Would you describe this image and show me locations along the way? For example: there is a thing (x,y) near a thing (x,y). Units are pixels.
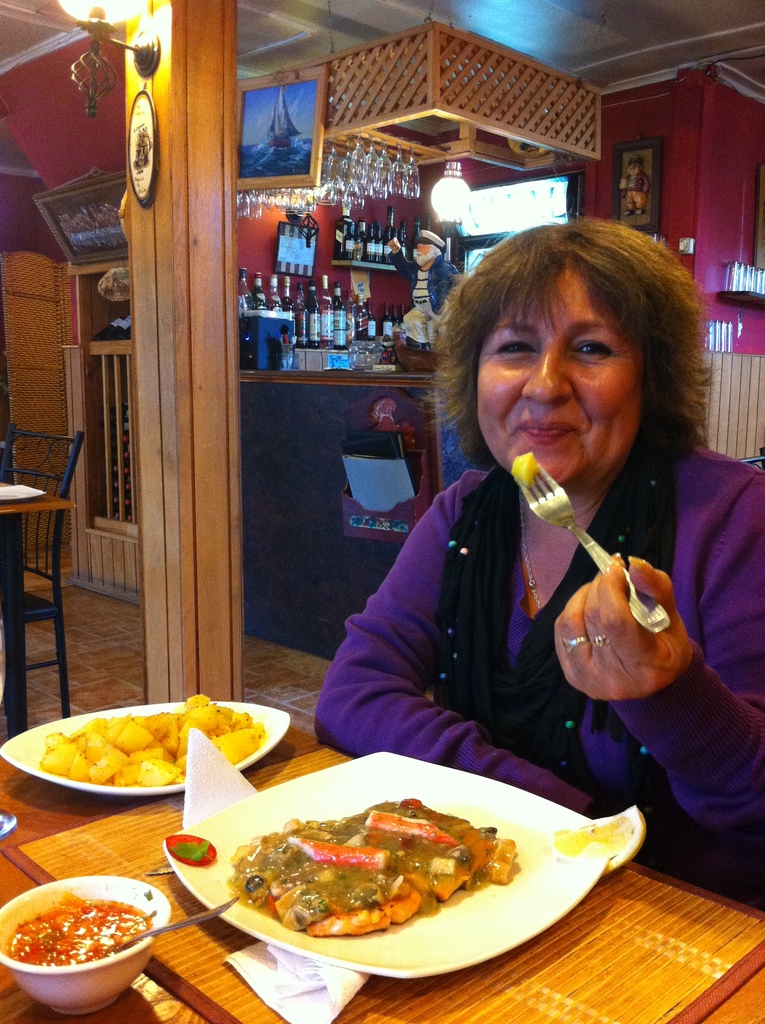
In this image I can see a person (432,600) sitting in-front of the table (9,778). On the table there is a plate (388,941) with food (373,878) and the bowl (152,919). In the back (345,256) there is a wine shop (309,199) and the light (127,44).
